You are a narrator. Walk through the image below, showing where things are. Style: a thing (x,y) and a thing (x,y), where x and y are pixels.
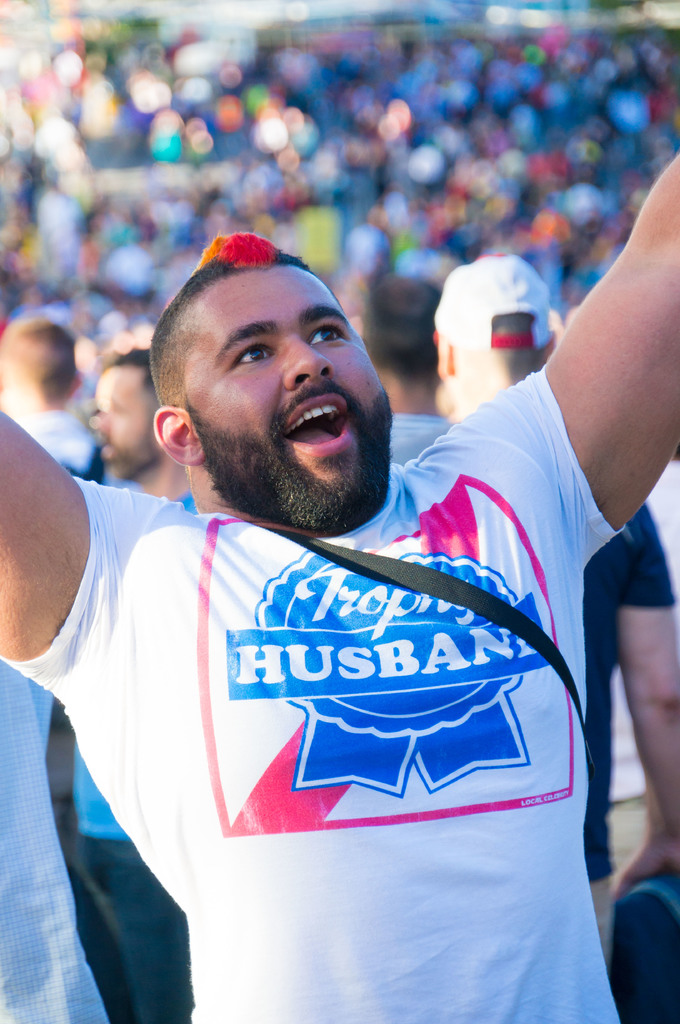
In this image, we can see a person (329,869) is looking upwards and smiling. Background (638,549) we can see a blur view. Here we can see few people (51,914).
